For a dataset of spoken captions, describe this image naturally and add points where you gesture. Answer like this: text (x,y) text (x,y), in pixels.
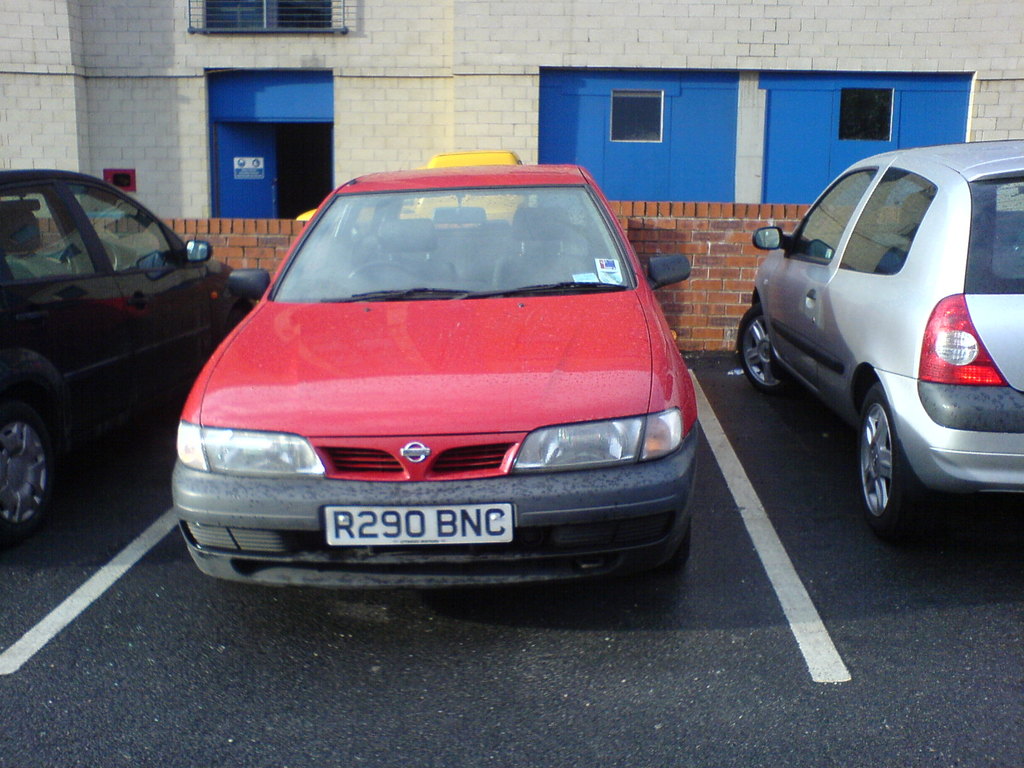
In the image there are three cars (346,383) parked beside the road (817,408) and behind the road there is a brick wall (682,235) and behind the wall (711,233) there is a building (266,73), it has a door (285,128) and two windows (865,93).
